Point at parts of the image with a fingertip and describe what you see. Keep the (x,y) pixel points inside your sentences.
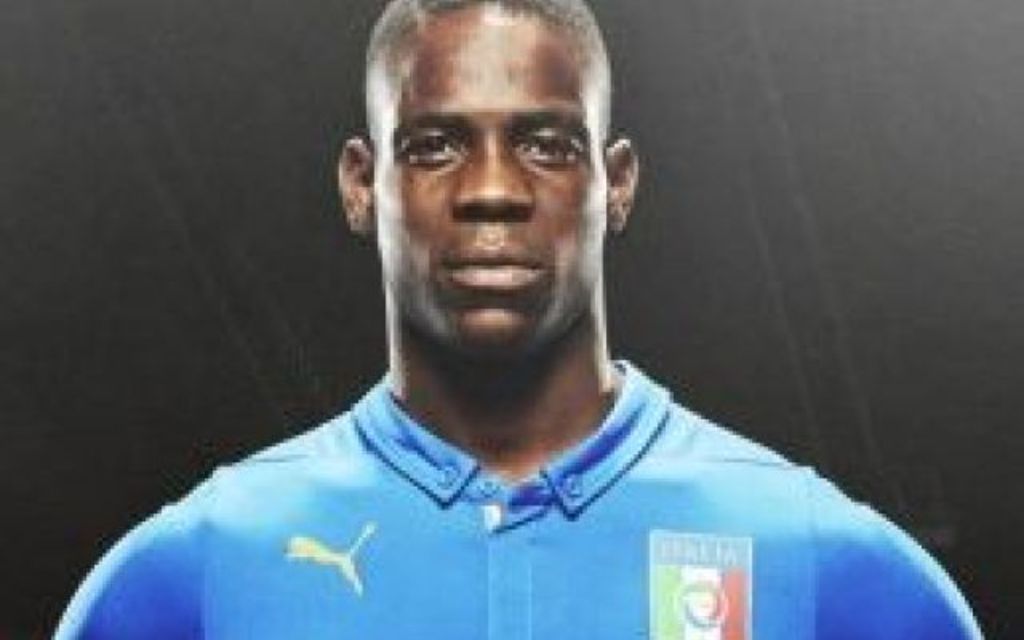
As we can see in the image there is a banner (384,228). On banner (224,199) there is a man (467,227) wearing blue color dress (334,579).
